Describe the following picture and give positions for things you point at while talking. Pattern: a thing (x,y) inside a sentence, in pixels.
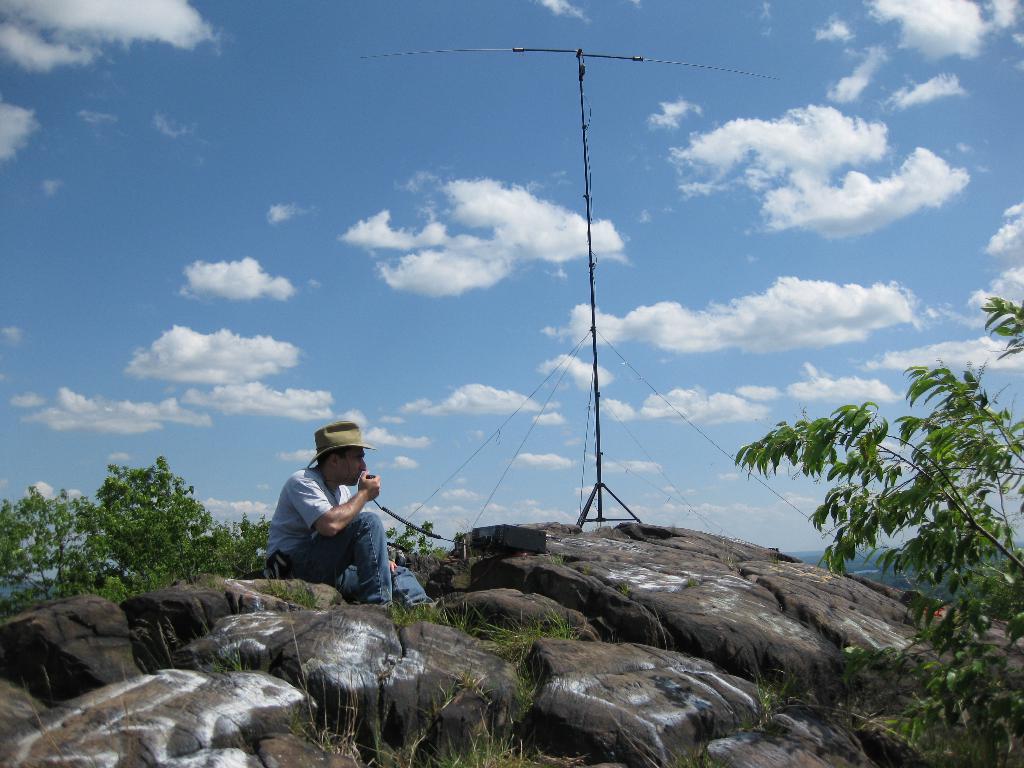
In this image there is a person (379,559) sitting on the mountain (476,558) and holding an object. On the left (160,518) and right side of the image (851,522) there are trees (10,547). In the background (606,478) there is like a utility pole (599,514) and the sky (813,185).
